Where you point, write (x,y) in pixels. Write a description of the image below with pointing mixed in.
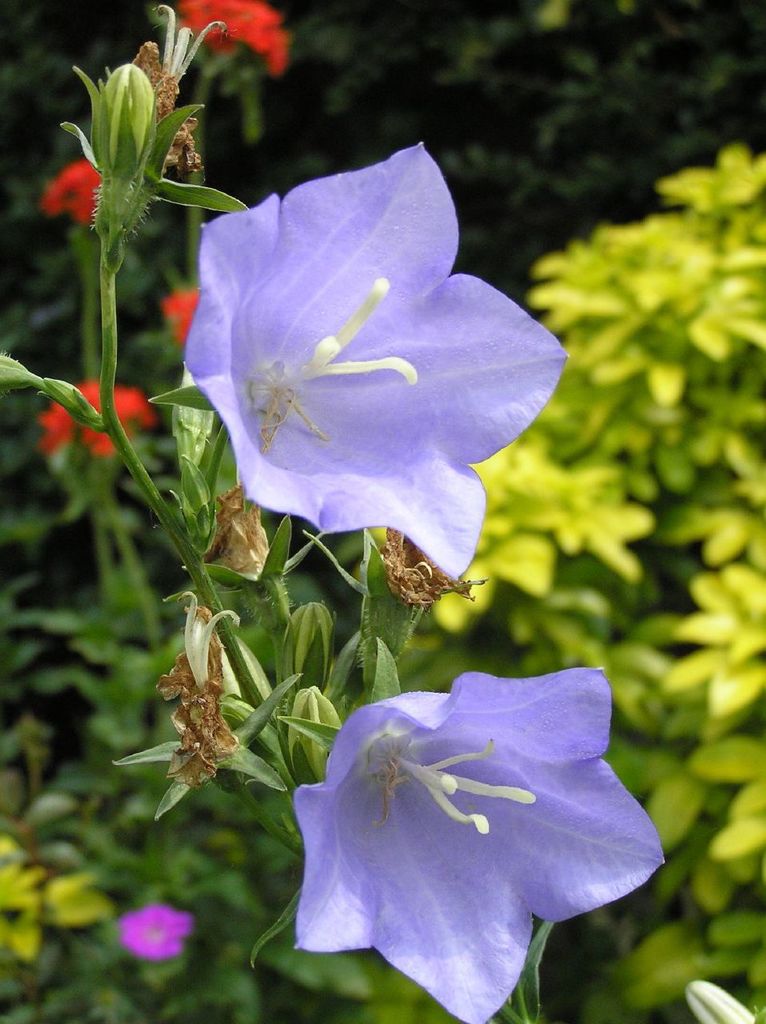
There are 2 blue bell flowers (394,837) and other flower plants (238,13) behind it.
